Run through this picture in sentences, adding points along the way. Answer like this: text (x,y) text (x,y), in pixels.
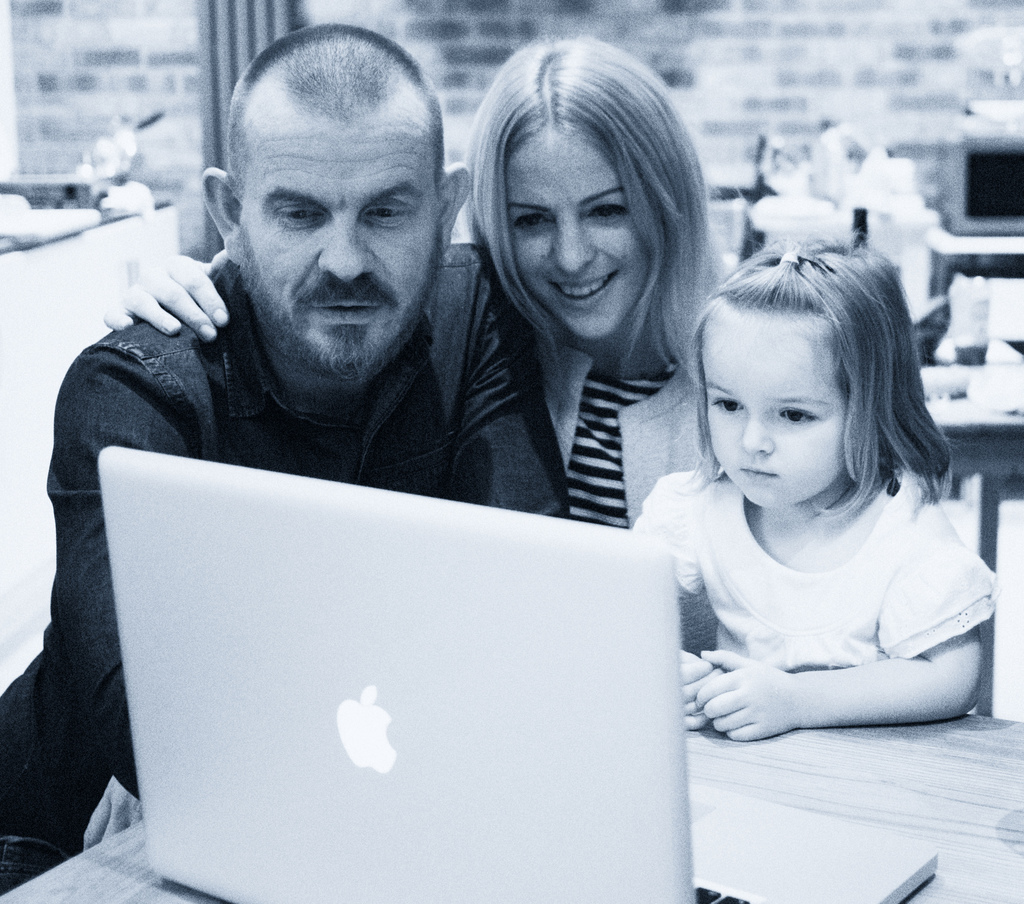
It is a black and white image. In this image we can see a man (385,445), woman (686,251) and also the girl (887,516). We can also see the laptop (615,745) on the table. In the background (681,36) we can see the wall (798,103), table (987,412) and also some objects (946,190).
